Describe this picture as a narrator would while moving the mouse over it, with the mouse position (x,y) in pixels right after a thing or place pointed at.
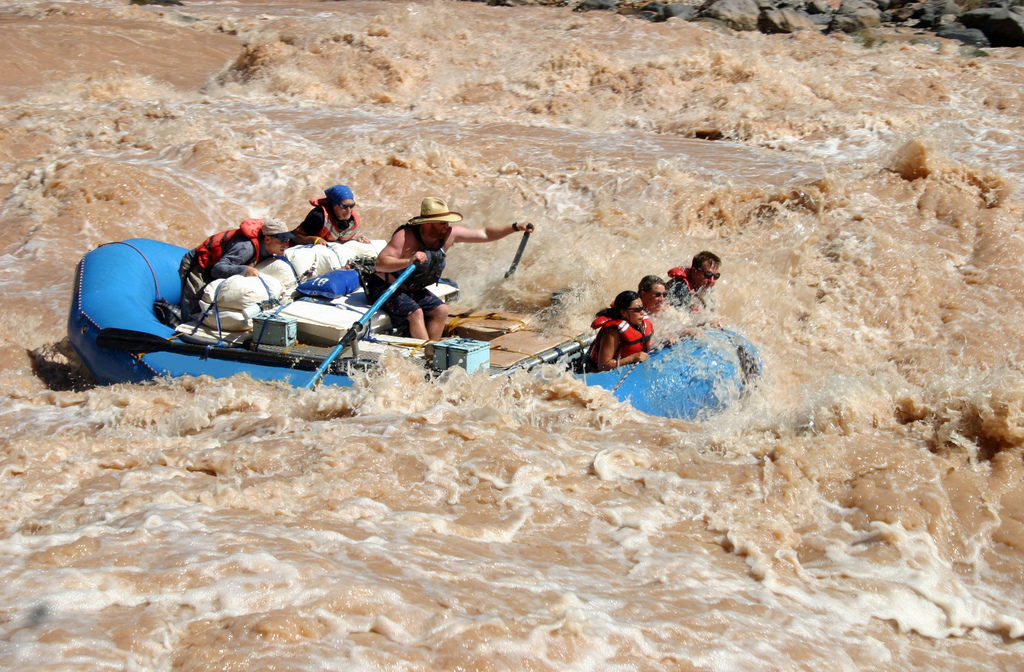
In this picture there is a boat (119,365) in the water (341,509). We can see three persons (619,348) sitting in the front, and one (422,236) in the middle (395,280), and two (333,193) in the back (208,255). Here this person (405,321) is riding the boat (403,345) and he wear a cap (434,208).
